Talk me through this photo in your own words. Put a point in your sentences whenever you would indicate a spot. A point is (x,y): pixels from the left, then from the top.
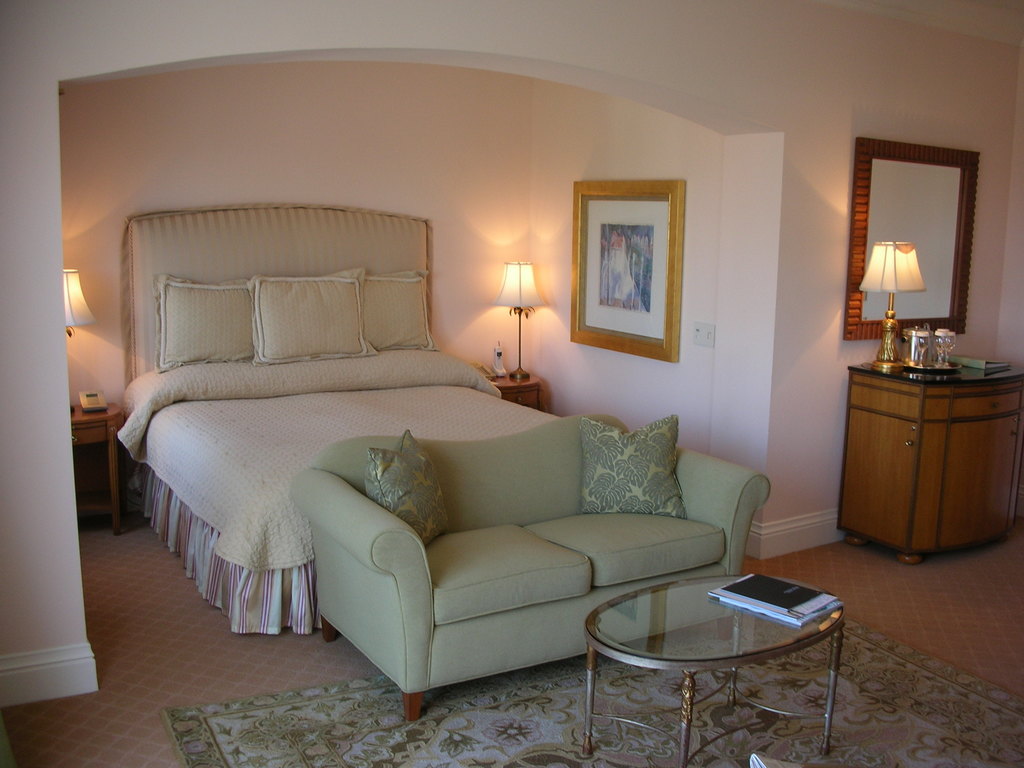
A bedroom (333,198) is shown in the picture. It has a bed (243,627) with three pillows (297,319), two lamps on either side, a photo frame (572,266) on wall (663,392), sofa (403,637) in front (391,641), a table (611,625) and a cupboard (943,444) with lamp (898,370) on it.
